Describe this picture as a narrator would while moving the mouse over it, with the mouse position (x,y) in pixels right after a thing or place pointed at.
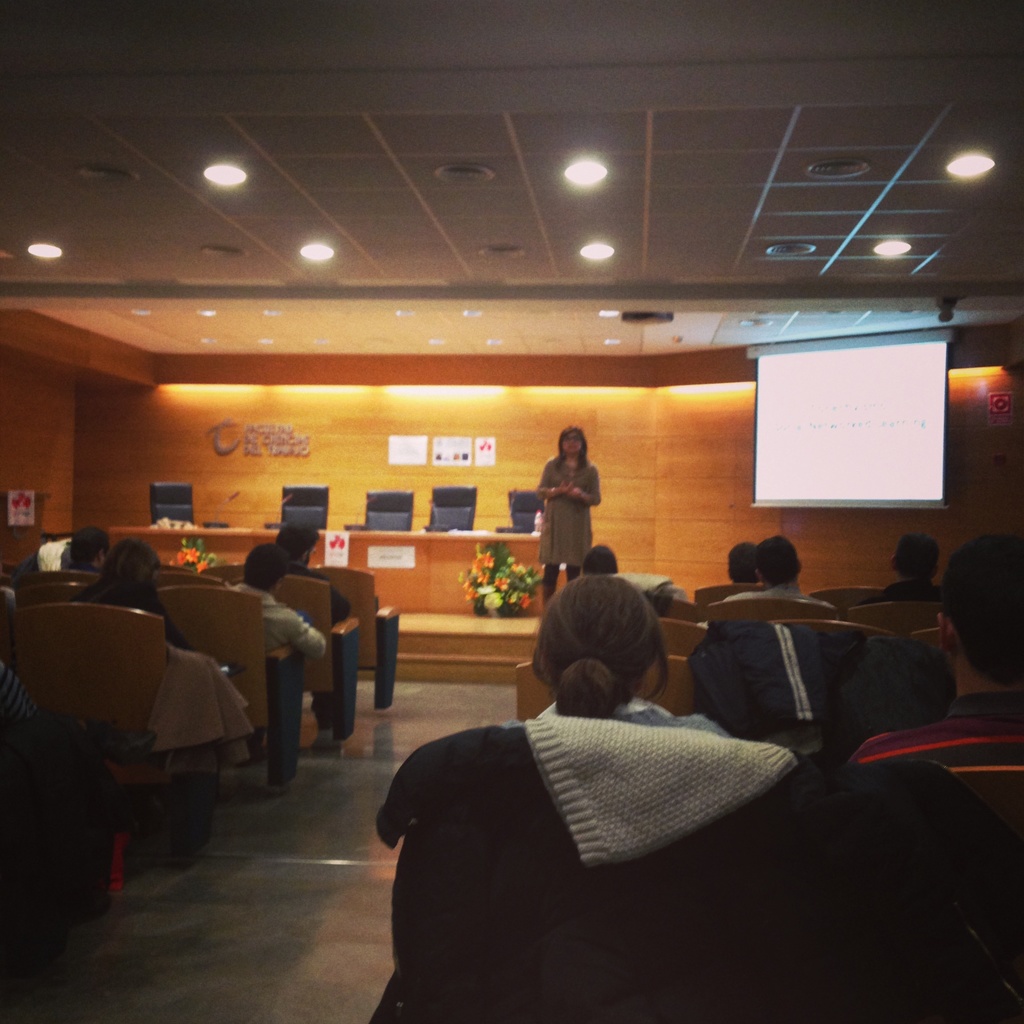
Few person (1009,654) are sitting on the chairs (704,594) and this person (580,467) standing. On the background (569,404) we can see wall (645,566), screen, chairs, table (427,599), flowers (505,570). On the top (962,168) we can see lights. This is floor (261,805).
